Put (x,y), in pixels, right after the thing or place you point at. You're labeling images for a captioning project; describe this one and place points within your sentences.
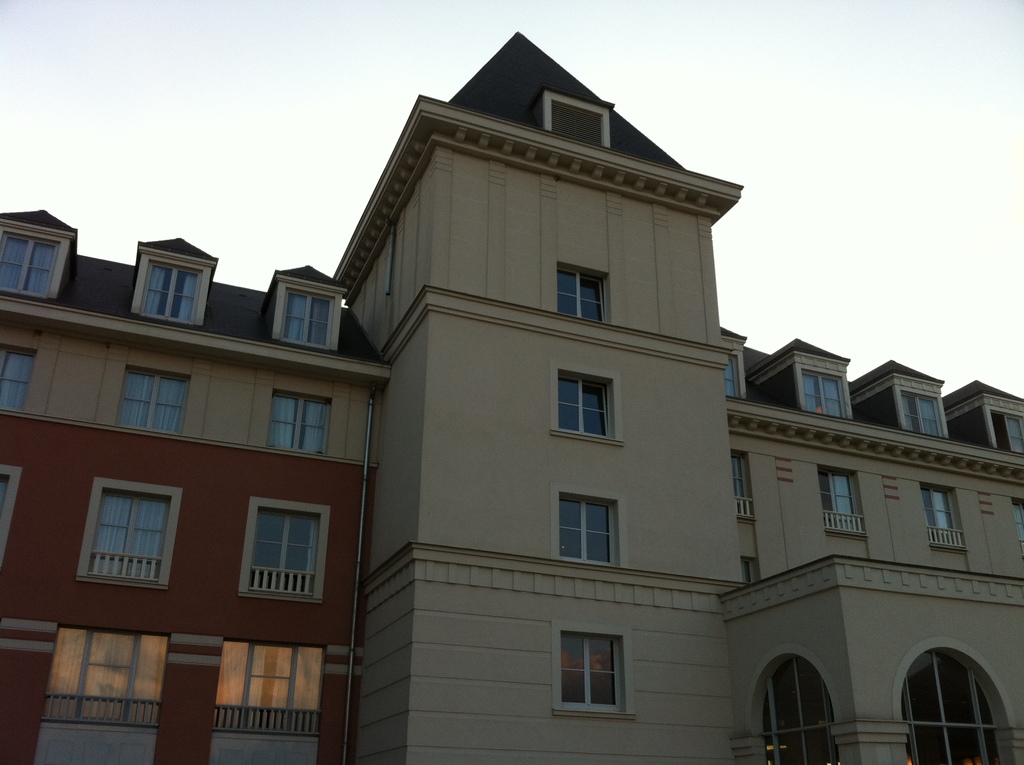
In this image we can see a building (512,532) and it is having many windows (570,503). There is a sky (837,219) in the image.
